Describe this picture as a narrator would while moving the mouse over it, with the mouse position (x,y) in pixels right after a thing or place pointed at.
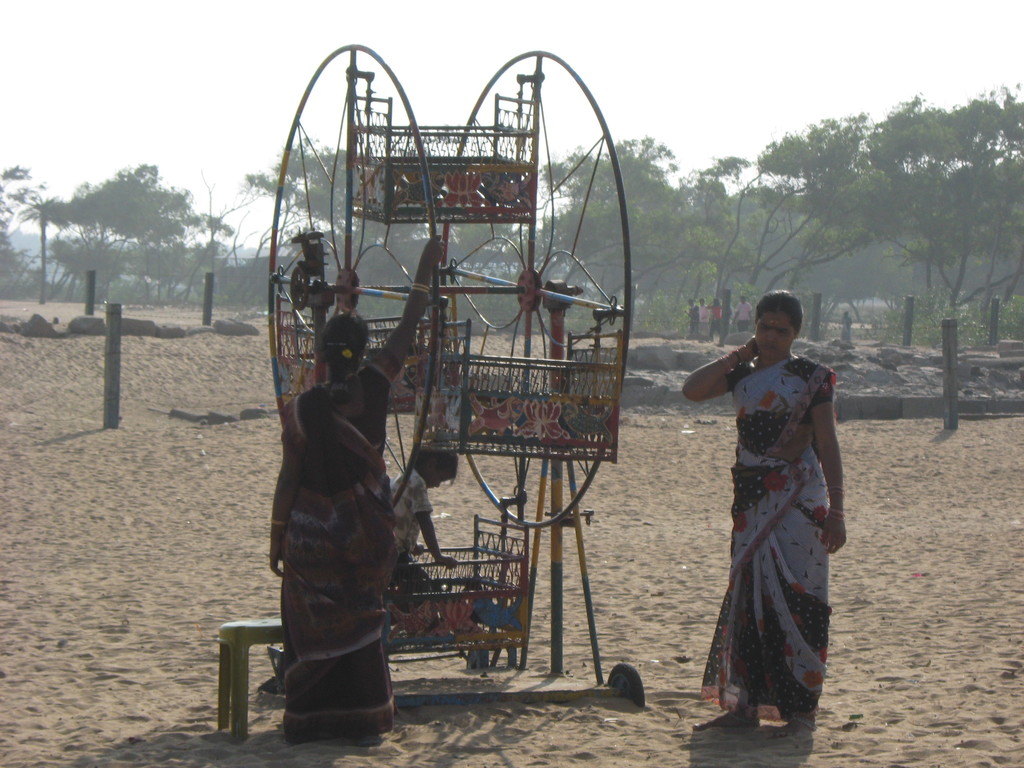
Here in the middle (527,267) we can see a small giant wheel (387,236) present on the ground (547,654), which is fully covered with sand (125,423) over there and we can see a couple of women (731,546) standing over there and we can see children (423,535) sitting in that and we can see stool (221,663) also present on the ground (276,734) over there and behind them in the far we can see trees (292,251) and plants (1020,333) present all over there and we can see pillars (120,367) here and there and we can see people (692,317) standing and walking here and there on the place (879,345) over there.
